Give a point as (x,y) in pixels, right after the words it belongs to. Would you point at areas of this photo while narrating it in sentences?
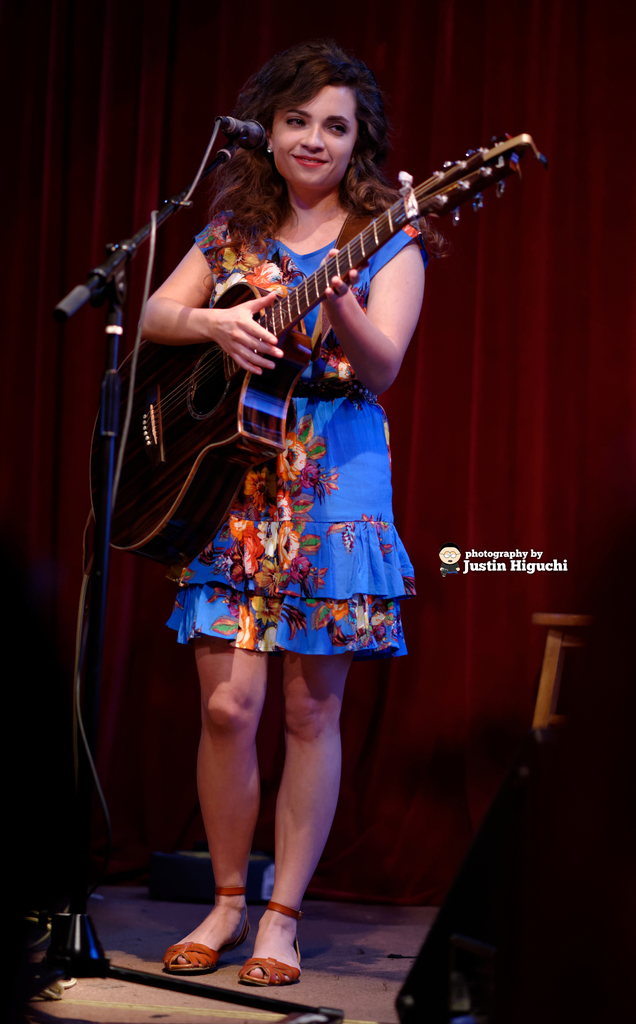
I can see in this image a woman (324,190) is playing guitar (275,361) in front of a microphone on a stage (154,967). The woman (269,476) is wearing a blue color dress (303,498).
